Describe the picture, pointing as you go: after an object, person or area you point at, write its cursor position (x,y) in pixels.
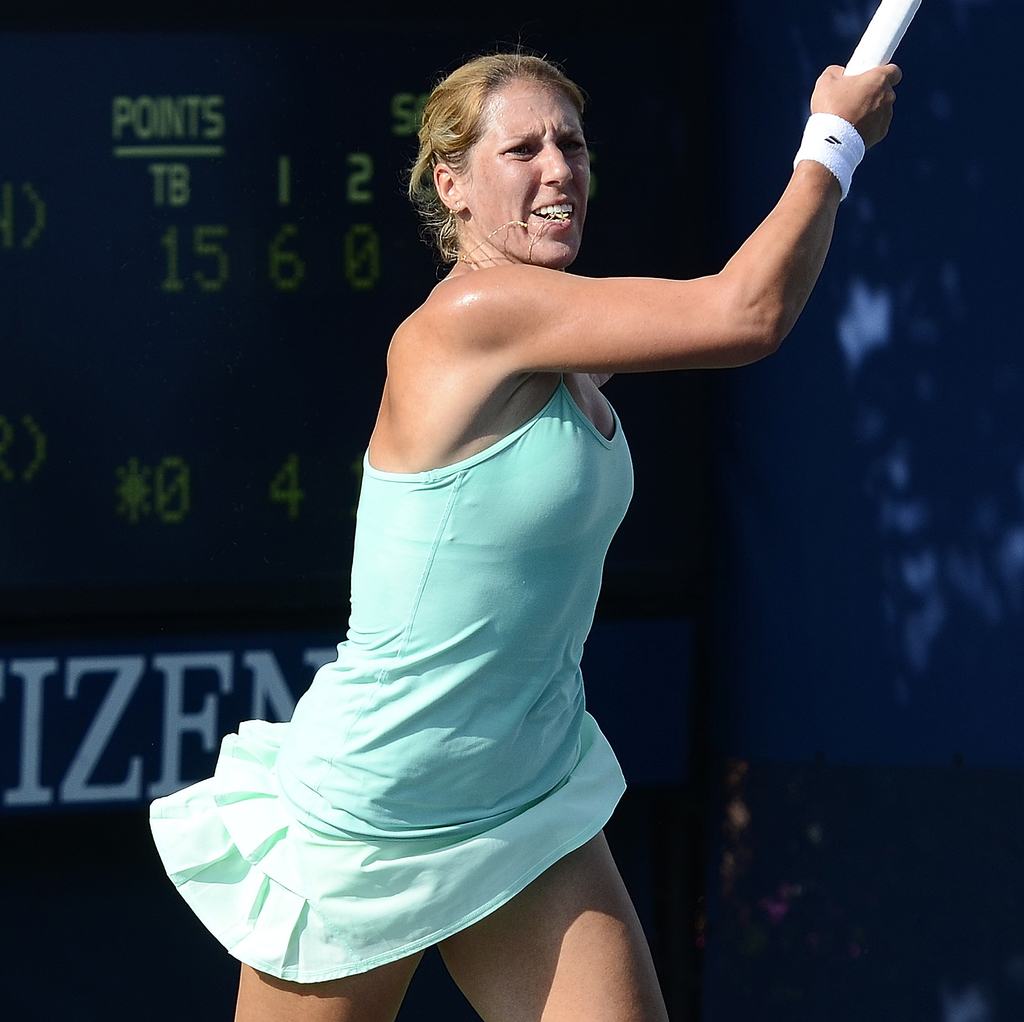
In the middle of the image (586,610) a woman (396,474) is standing. Behind her there is a banner (306,311).
